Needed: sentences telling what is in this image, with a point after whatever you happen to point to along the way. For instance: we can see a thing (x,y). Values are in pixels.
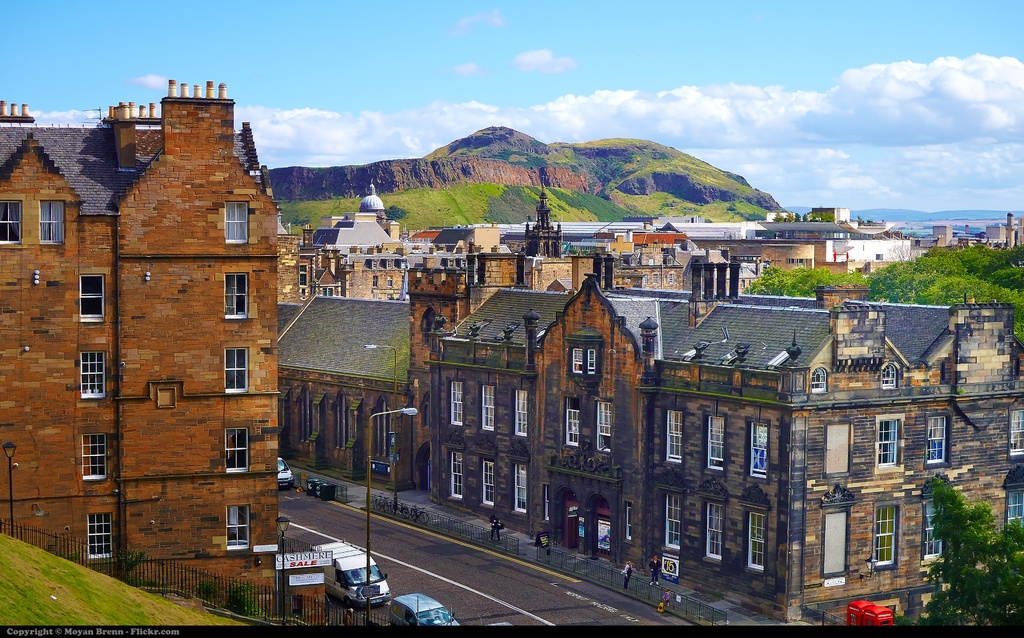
This is a top view of an image where we can see grass (24,577), fence (180,595), light poles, boards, vehicles (354,594) parked on the side of the roads (380,607), we can see buildings (275,444), people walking on the sidewalk (742,618), trees (962,607), hills (331,207) and the sky (871,178) with clouds (772,174) in the background (437,105).
